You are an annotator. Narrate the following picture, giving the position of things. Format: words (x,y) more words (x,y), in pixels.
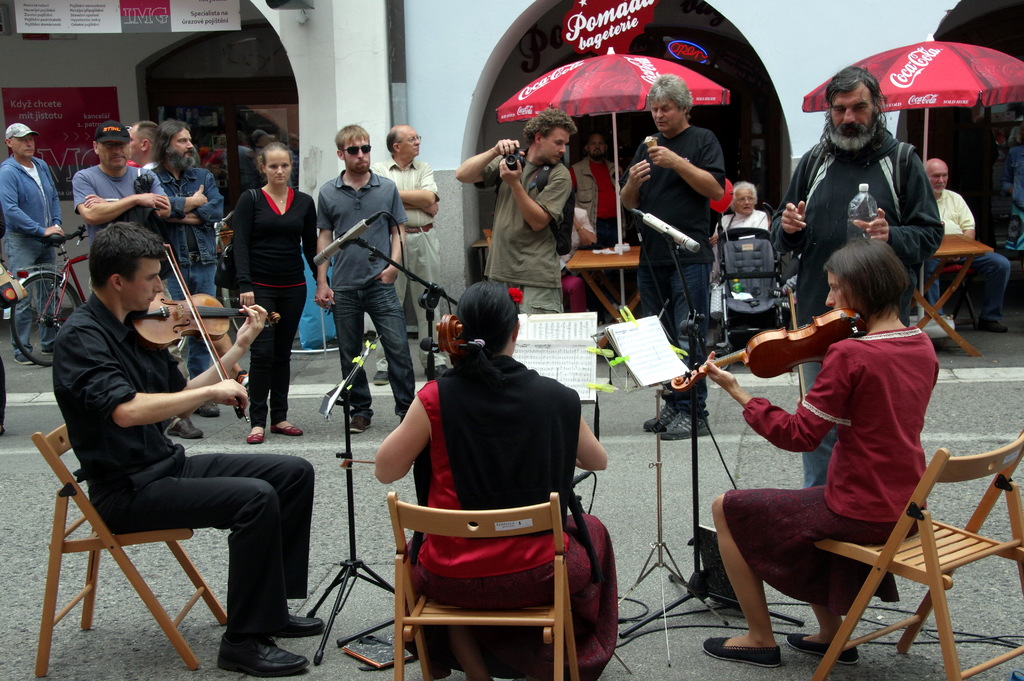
In this picture we can see persons (593,210) standing on the road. We can see three persons (552,482) sitting on chairs (929,480) in front of mike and playing musical instruments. We can see pillars (342,101) here. These are two umbrellas (651,70). We can see persons (582,217) sitting under this umbrellas (933,69) on chairs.
